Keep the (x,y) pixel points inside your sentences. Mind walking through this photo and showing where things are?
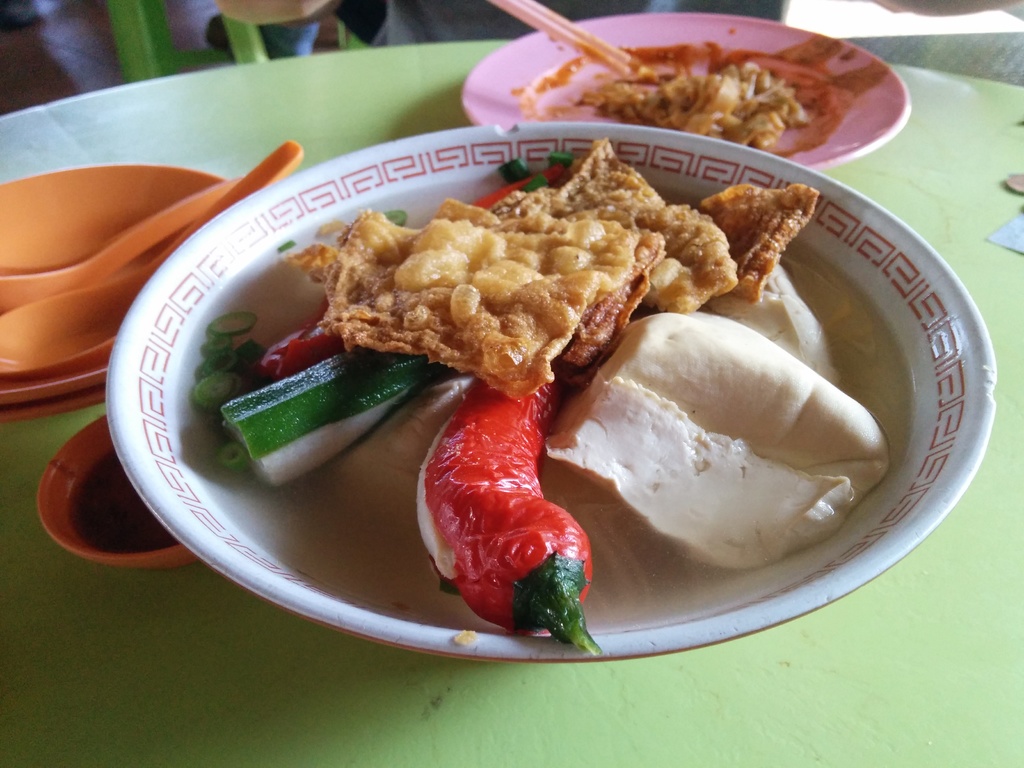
In this picture we can see food (759,225) in the plates (652,159), beside to the plate (483,312) we can find few bowls (45,226), spoons (58,294) and other things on the table (939,198).
